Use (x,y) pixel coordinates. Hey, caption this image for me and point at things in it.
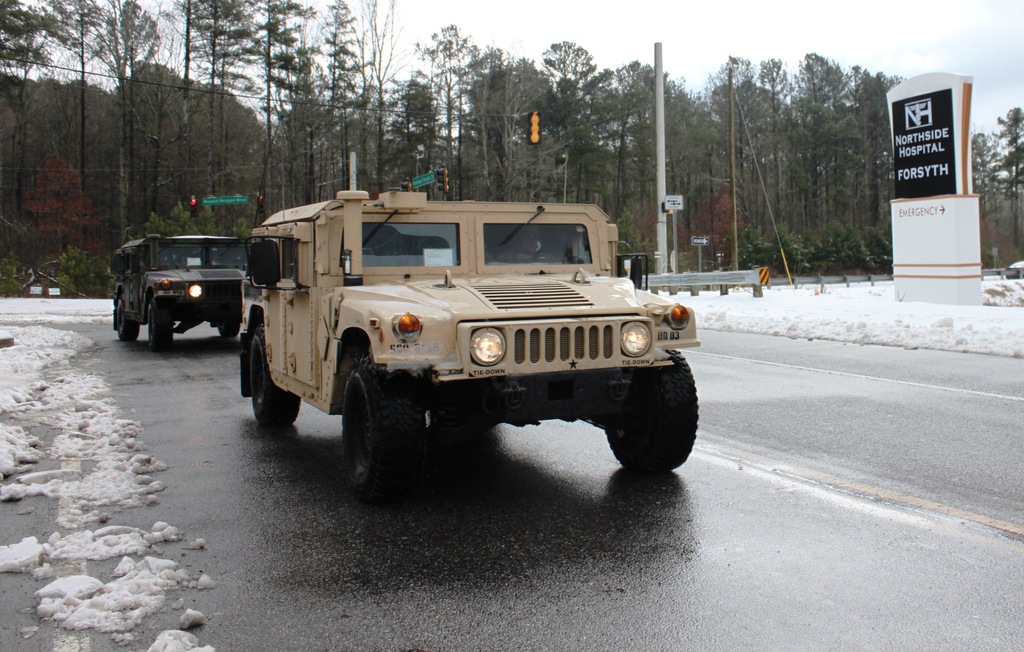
In this image there are few vehicles (285,358) moving on the road (631,548), on the other side of the road (792,524) there is a board (945,179) with some text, poles (673,221) and signals (527,137). In the background (522,127) there are trees (561,93) and a sky (505,27).
